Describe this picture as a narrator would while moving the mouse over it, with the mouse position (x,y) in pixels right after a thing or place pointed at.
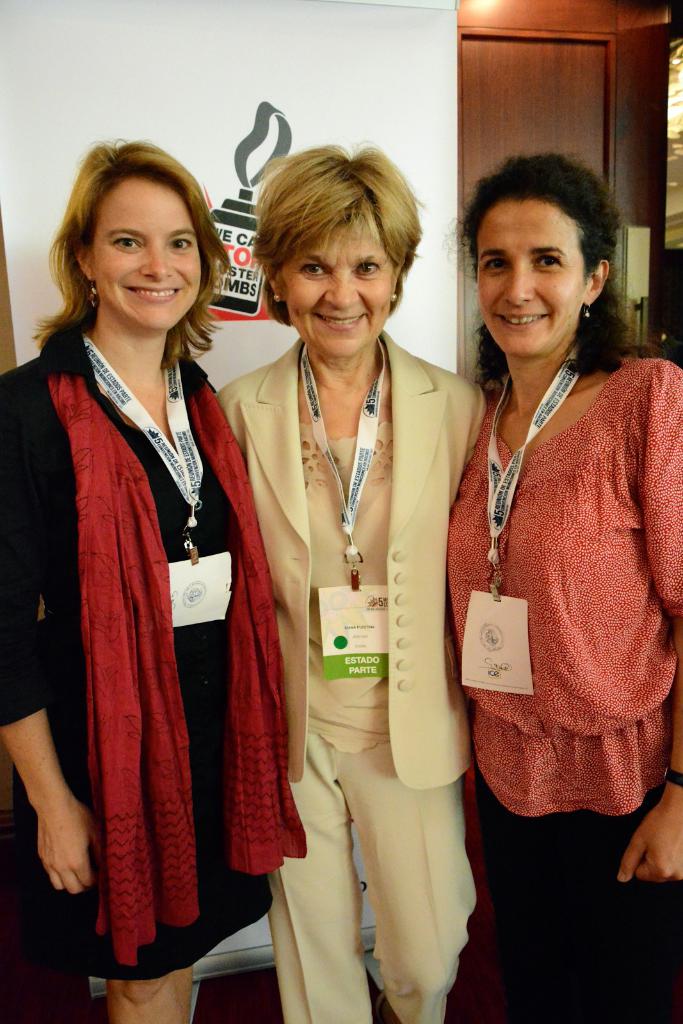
In the background (401,104) we can see a poster (284,62) on the wall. We can see a door (537,93). In this picture we can see women (440,778). They all are standing and smiling.
